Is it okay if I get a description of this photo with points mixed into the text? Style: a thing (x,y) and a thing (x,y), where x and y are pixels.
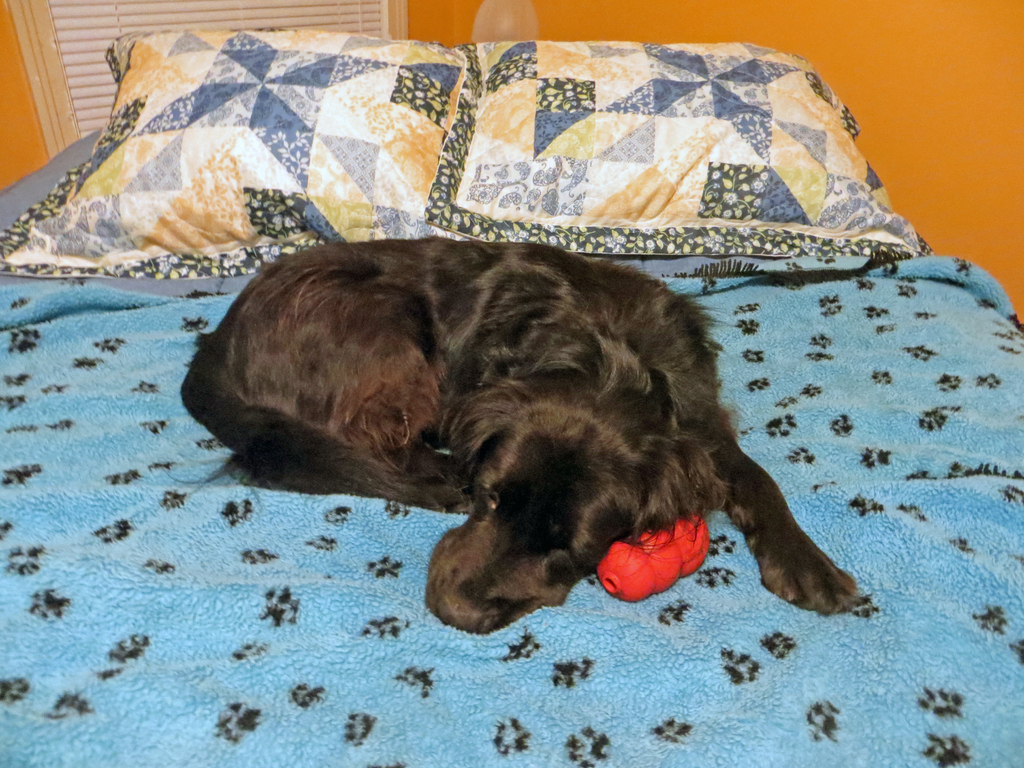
In this picture we can see a dog (263,396) on the bed (107,648). This is pillow (503,145) and there is a wall (958,111).
